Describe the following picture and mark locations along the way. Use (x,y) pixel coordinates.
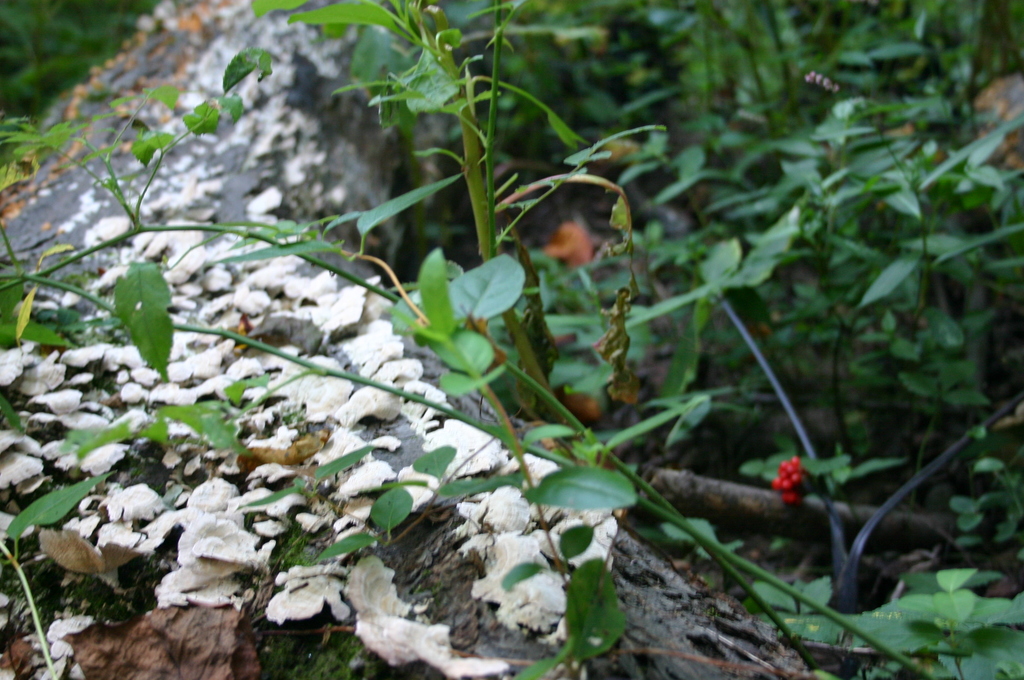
This image consists of plants (361,281). On the left (69,668), we can see dried leaves (188,621). In the front (620,568), it looks like a log (439,421).
